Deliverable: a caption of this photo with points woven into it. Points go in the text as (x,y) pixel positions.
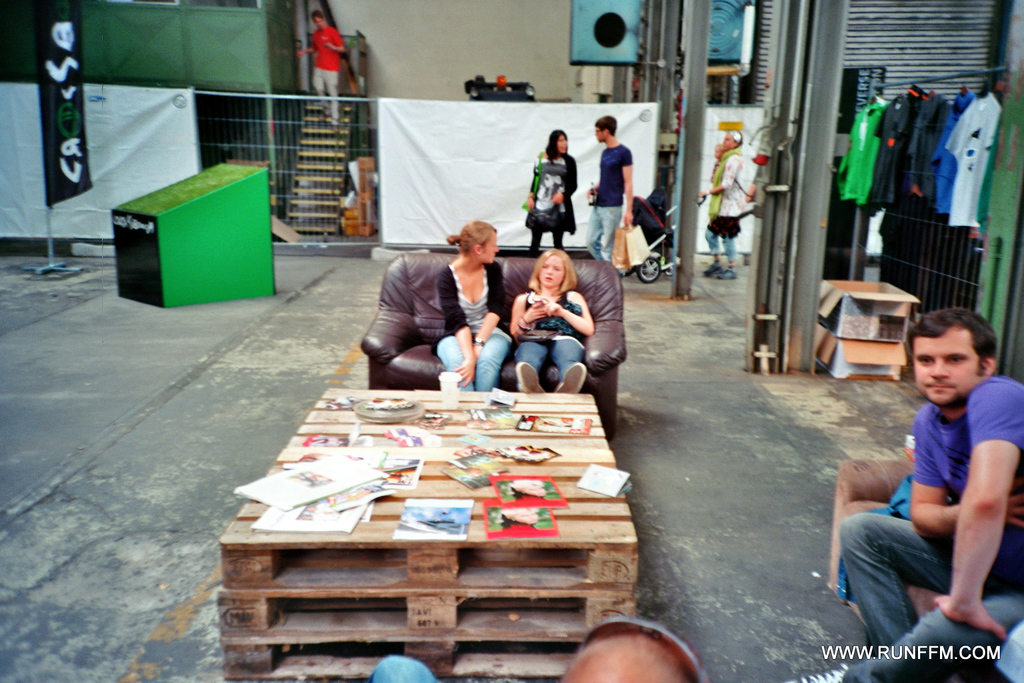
In the center of the image (468,290) we can see persons (479,294) sitting on the couch (610,306). At the bottom of the image (965,457) we can see persons (941,515), table (520,550) and papers (523,489). In the background (828,224) we can see persons (629,191), stairs (318,187), fencing (424,173), pillars (765,190) and wall (372,40).
